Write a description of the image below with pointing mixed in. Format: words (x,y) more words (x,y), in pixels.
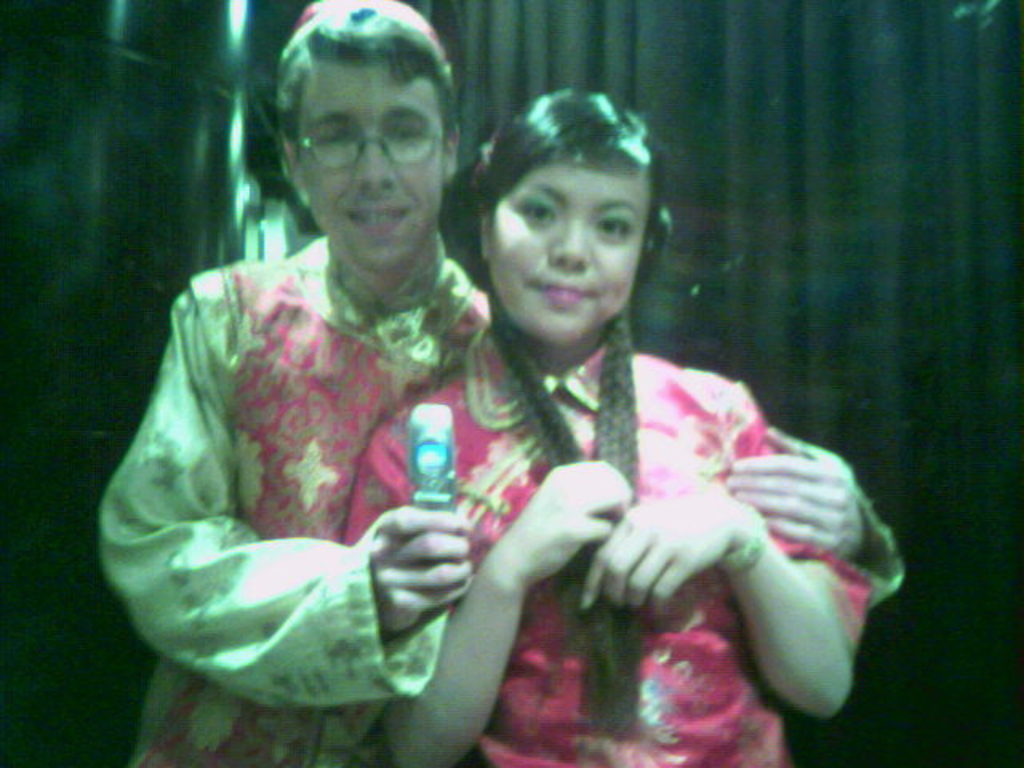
In the image we can see there are people (398,404) standing and the man (424,525) is holding a mobile phone (422,456) in his hand (419,538). The woman (695,635) is holding hair braid (615,440) in her hand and behind there is a black curtain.
